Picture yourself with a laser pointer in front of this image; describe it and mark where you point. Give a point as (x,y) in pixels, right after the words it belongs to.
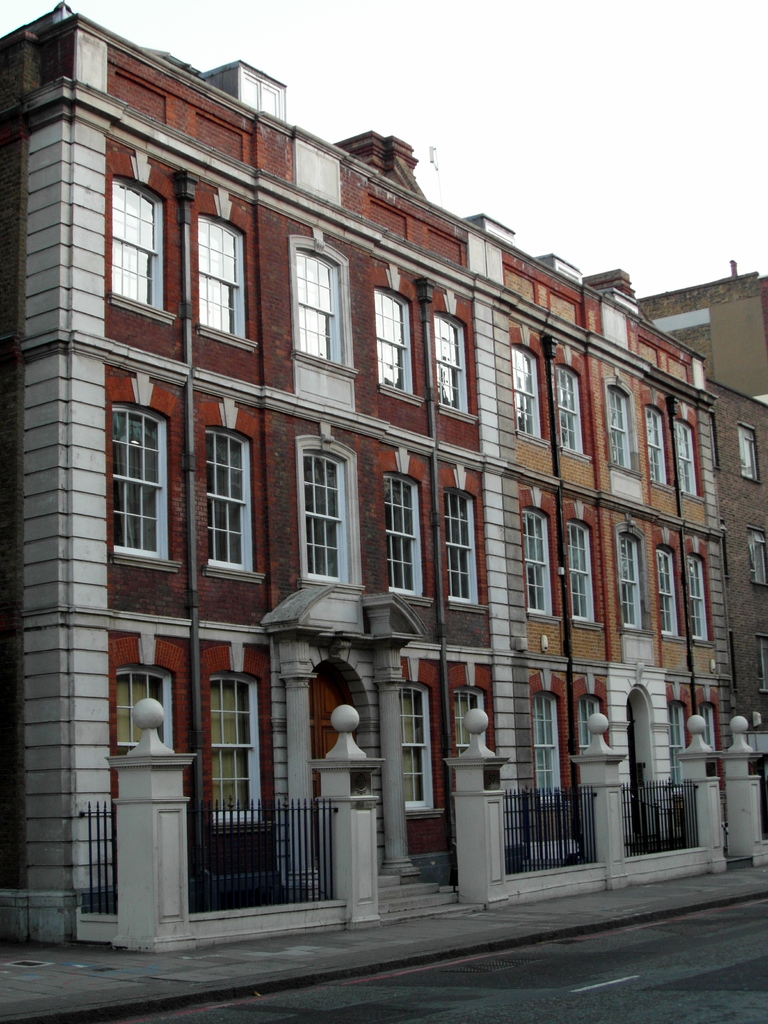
In this picture I can see buildings (411,334) with windows (328,496), there are iron grilles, and in the background (572,135) there is the sky (588,229).
